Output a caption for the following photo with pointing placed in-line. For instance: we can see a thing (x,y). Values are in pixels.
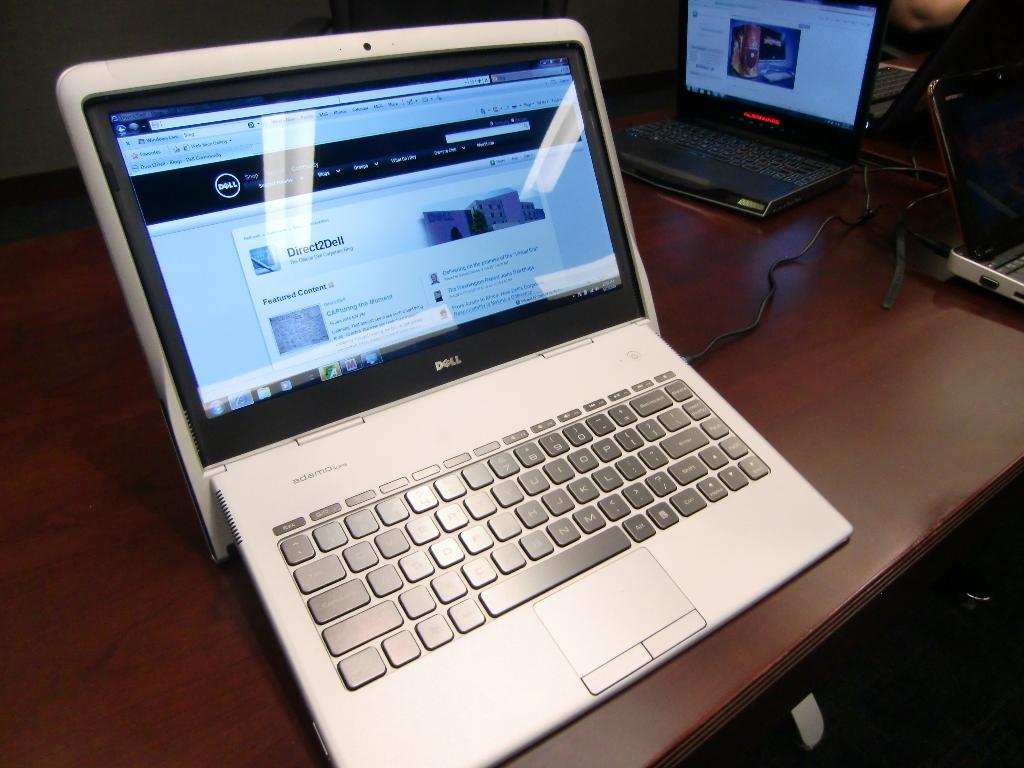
This is the picture of a system (441,444) on the table (835,230).
